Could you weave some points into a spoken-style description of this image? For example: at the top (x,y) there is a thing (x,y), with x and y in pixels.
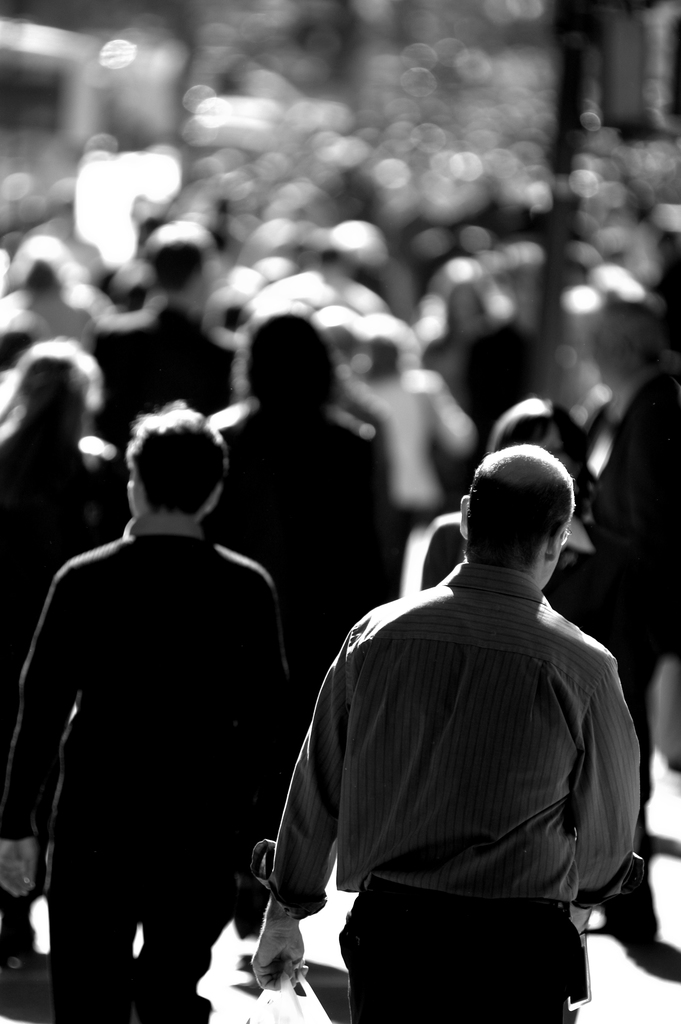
In this image I can see a group of people (218,840) are walking, this image is in black and white color.
